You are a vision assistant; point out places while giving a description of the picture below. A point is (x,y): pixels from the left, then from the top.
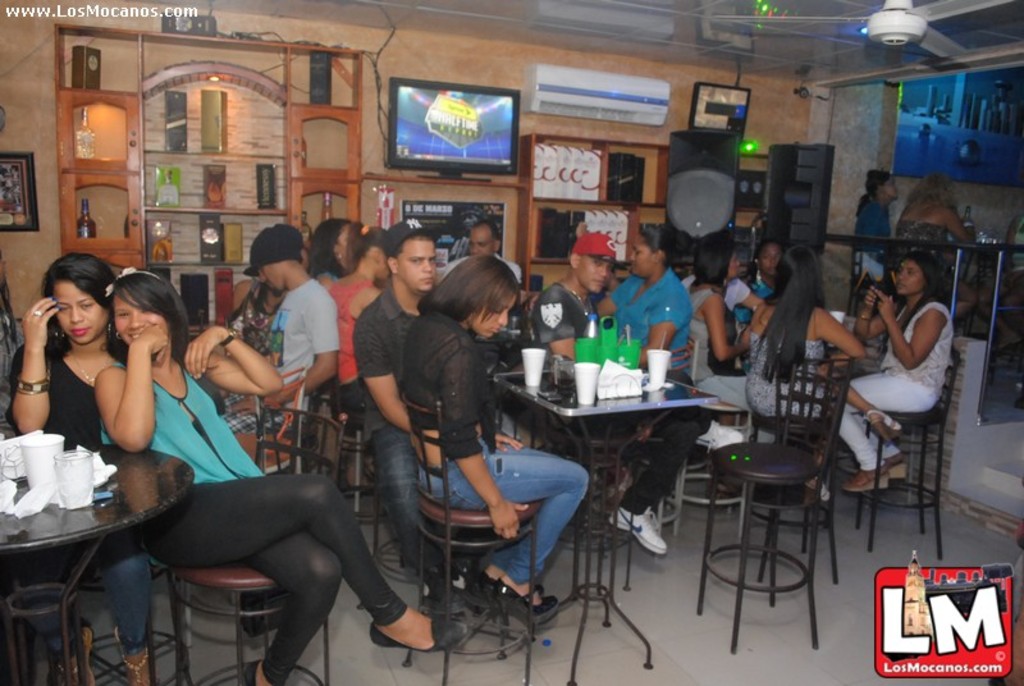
In this Image I see number of people (689,331) who are sitting on the chairs (712,411) and there are tables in front of them on which there are few things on it. In the background (846,222) I see the wall (853,191) and I see rack (67,53) in which there are boxes (181,103) and bottles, I see a television (510,122) over here and I see a AC (589,114) and a fan (1010,0) on the ceiling (969,59).
